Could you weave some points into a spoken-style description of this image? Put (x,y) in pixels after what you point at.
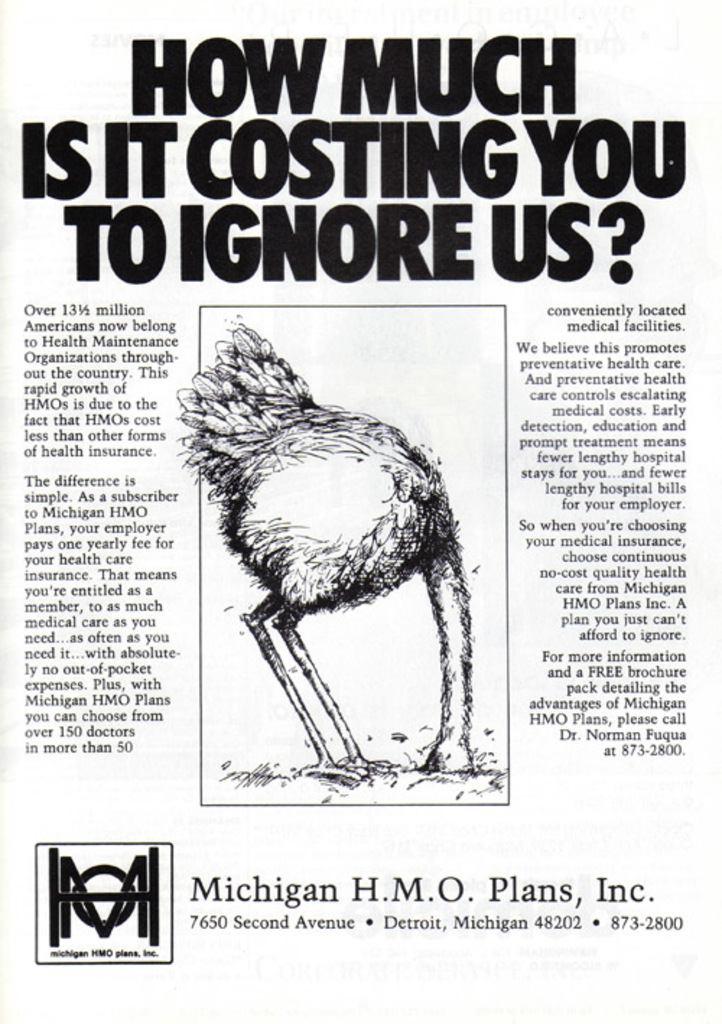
This picture looks like a printed paper (348,636) and I can see text (310,79) and a picture (423,594) of a bird (393,555).
